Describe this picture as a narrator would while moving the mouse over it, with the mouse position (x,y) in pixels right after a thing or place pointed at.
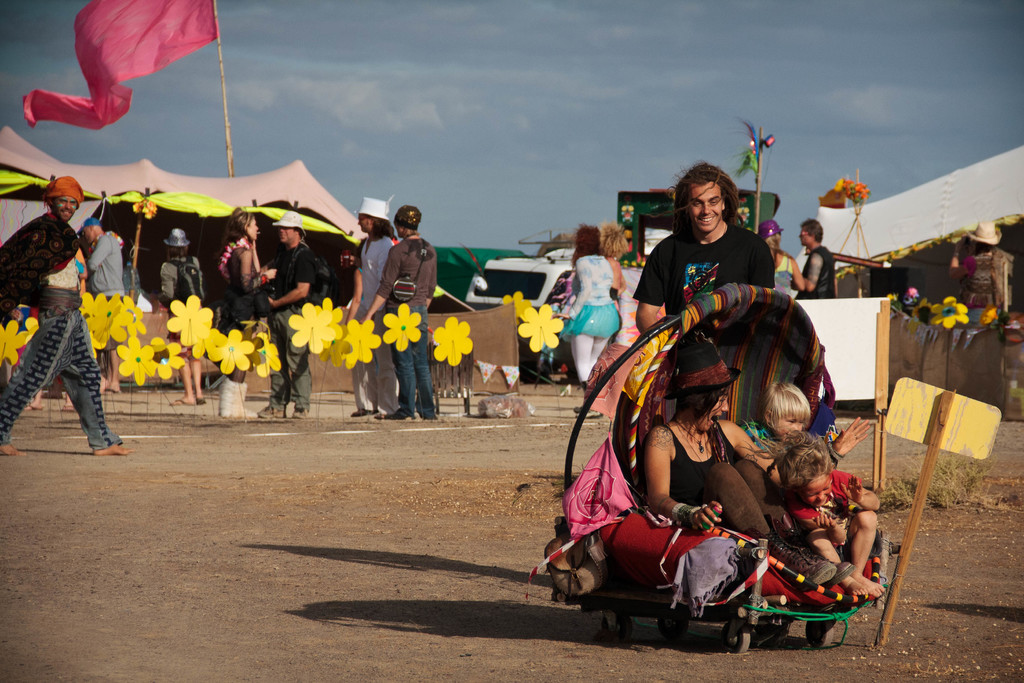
In this image, we can see some people (712,485) in the trolley (720,552). In the background (365,242), there are tents (339,239), flags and people (421,363) standing and we can see some boards (852,304), paper sticks (521,301).
